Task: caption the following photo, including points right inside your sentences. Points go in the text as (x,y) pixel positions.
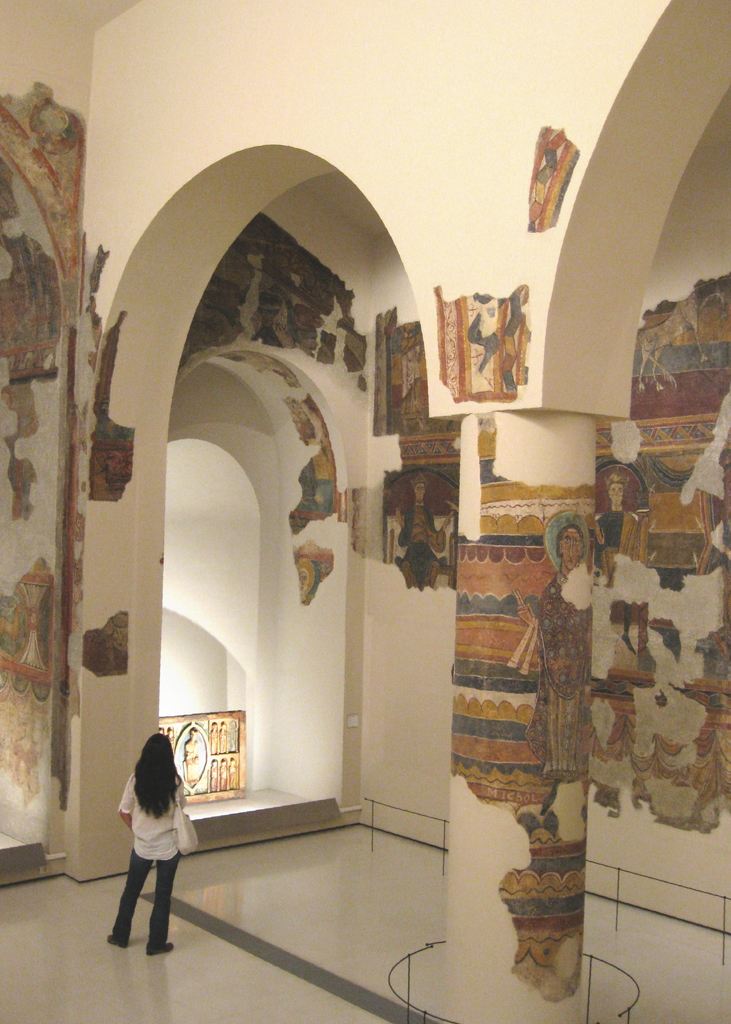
In this picture in the left side (139,827) there is a woman (147,843) standing. On the right side (548,651), on the wall (447,627) there are paintings (565,646). In the center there is a railing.
